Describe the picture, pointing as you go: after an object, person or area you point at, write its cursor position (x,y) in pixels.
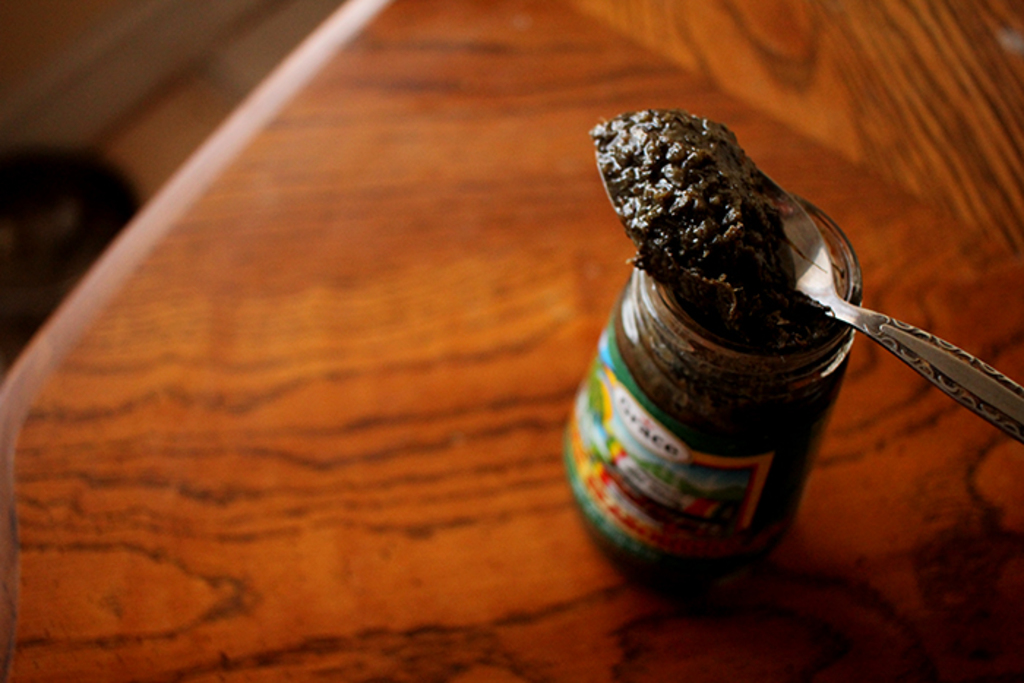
On this wooden table (377,356) there is a jar (695,467) with food (711,381) and sticker (651,457). Above this jar (746,407) there is a spoon (815,287).
